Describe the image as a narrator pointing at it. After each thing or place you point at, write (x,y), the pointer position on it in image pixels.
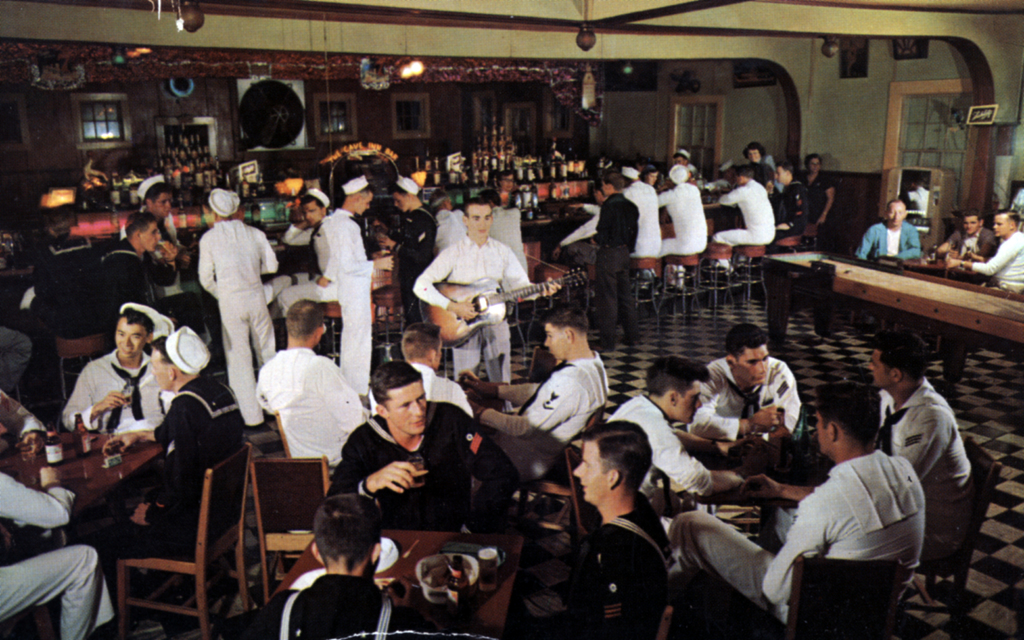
In this picture I can observe some people (318,409) sitting in the chairs (245,449) in front of their respective tables (78,495). Most of them are men (344,215). I can observe a person (455,306) playing guitar (454,289) in the middle of the picture (457,329). In the background (358,131) there is a wall (443,130).
